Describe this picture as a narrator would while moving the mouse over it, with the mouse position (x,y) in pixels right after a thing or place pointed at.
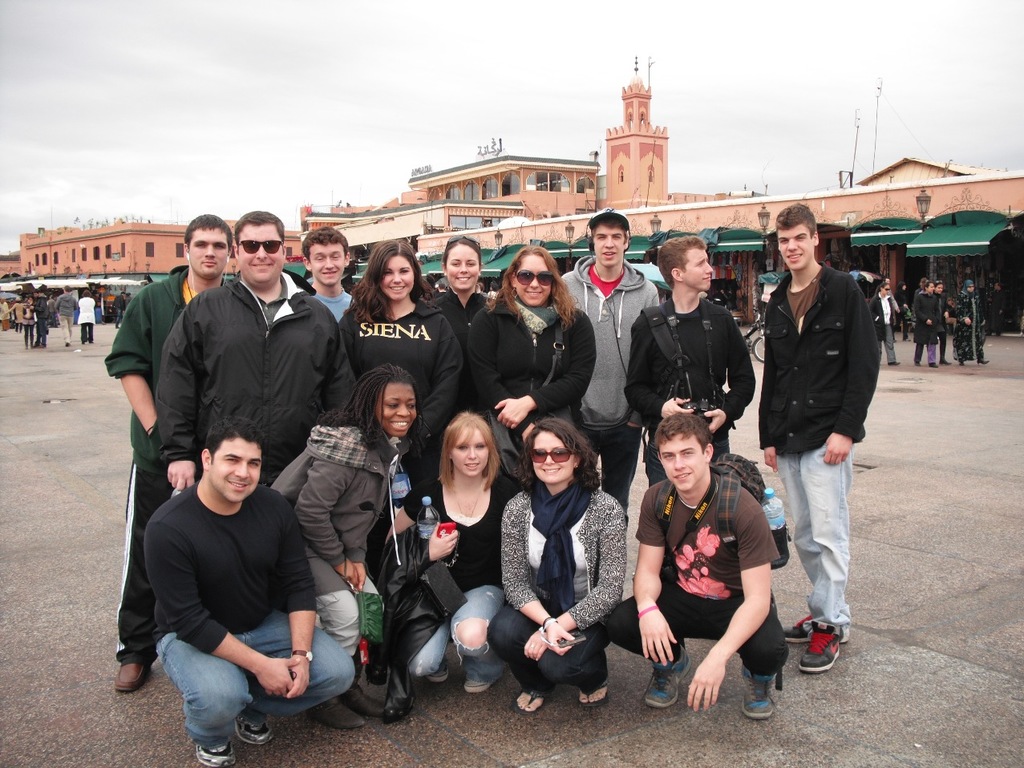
In this picture I can see some people (262,554) are in squat position. Behind them I can see another persons (426,297) who are standing and they are smiling. In the background (965,356) I can see many people (56,322) were walking, standing on the road (929,381). Beside them I can see the building (477,196). At the top (382,33) I can see the sky (439,32) and clouds (353,150).
